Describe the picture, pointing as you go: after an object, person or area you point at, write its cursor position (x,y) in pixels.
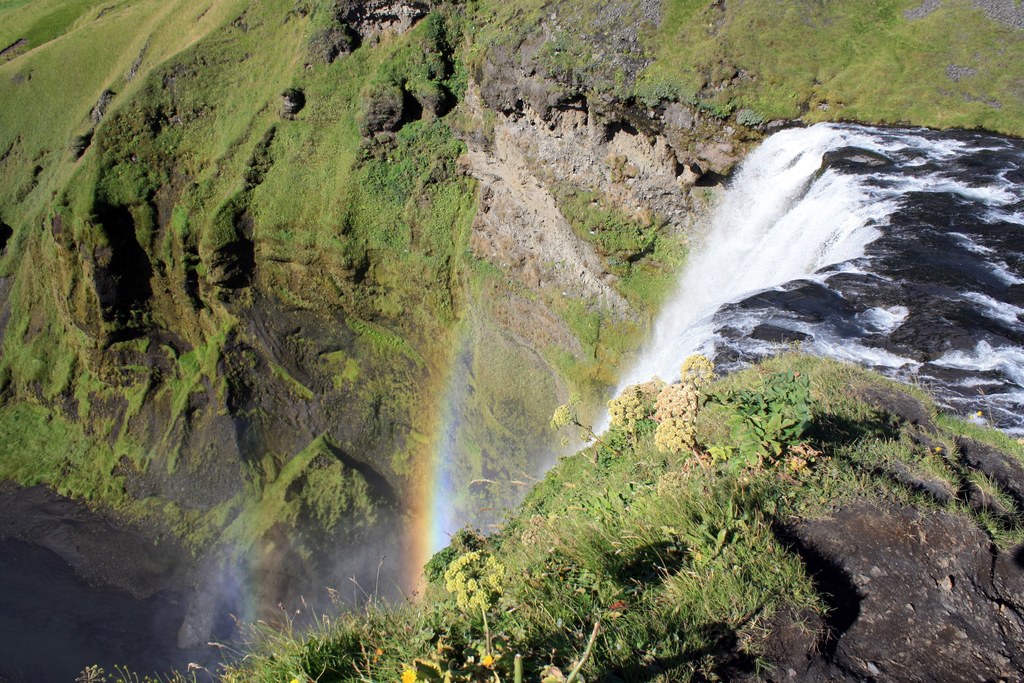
In this image I can see few plants (430,673) and grass (765,619) in green color and I can also see waterfall (664,330) and a rainbow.
